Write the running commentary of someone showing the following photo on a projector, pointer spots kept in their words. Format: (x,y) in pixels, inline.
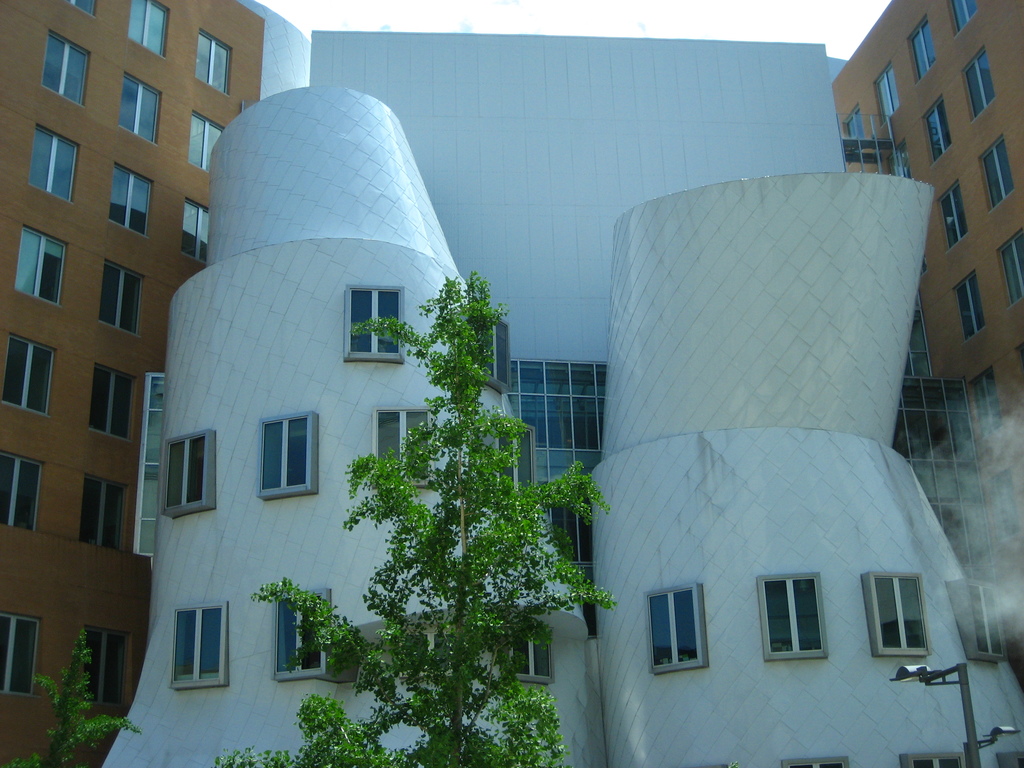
In this image there are some buildings (491,268), at the bottom (475,656) there are trees (514,661) and pole (929,684).
